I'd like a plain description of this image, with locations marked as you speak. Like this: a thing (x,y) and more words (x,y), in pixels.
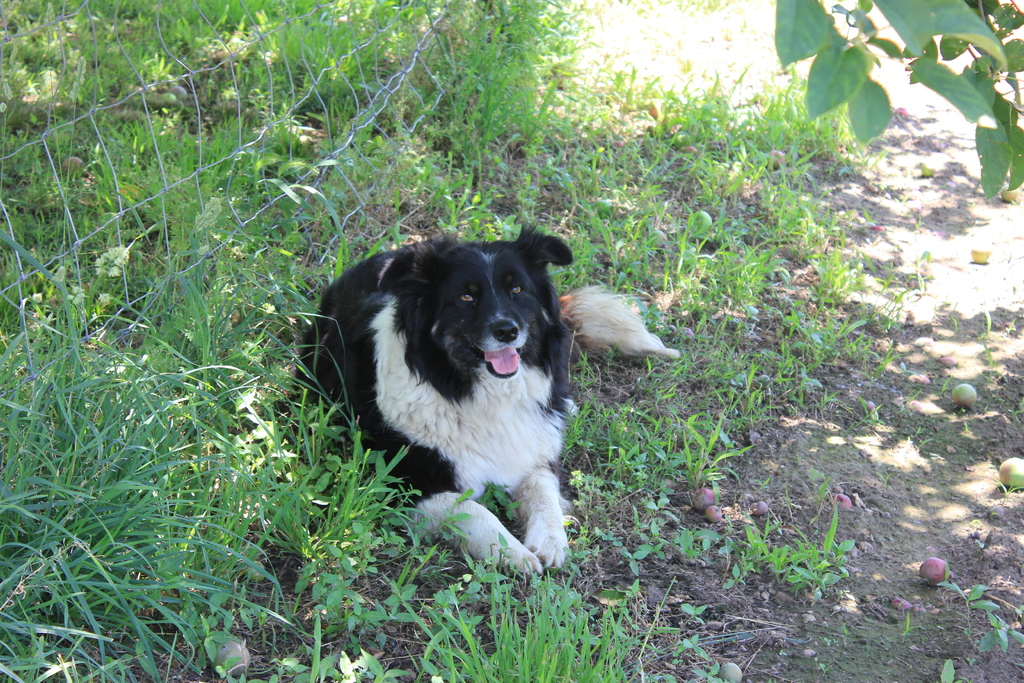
In this image there is a dog (461,397) on the land (630,438) having grass (615,232) and plants (582,220). Left side (129,248) there is a fence (230,218). There are fruits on the land (878,511). Right top there are stems (982,16) having leaves (847,59).
